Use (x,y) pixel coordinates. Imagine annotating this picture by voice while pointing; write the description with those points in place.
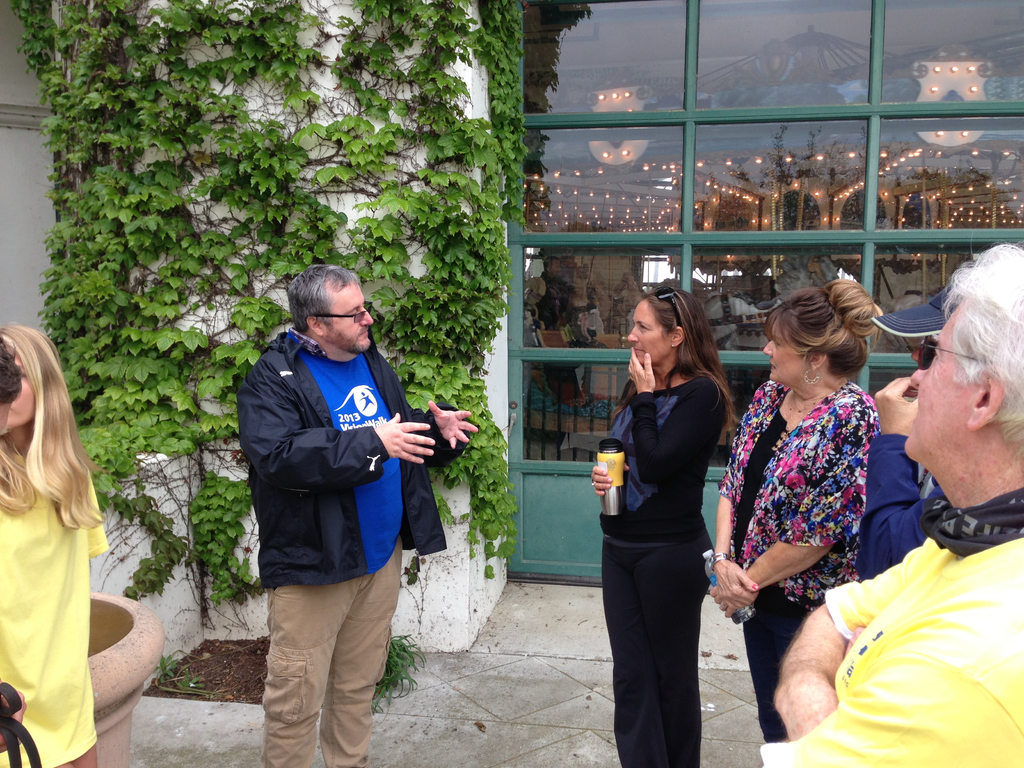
On the left side (307,410), there is a person (351,374) in a blue color T-shirt (383,520), standing, a woman (36,475) in a yellow color T-shirt (30,628), standing. Behind them, there are plants (173,320) on a white colored pillar (157,17) and there is a pot (134,661). On the right side (911,685), there are four persons (1011,434) standing. Two (788,605) of them are holding bottles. In the background (583,438), there are glass windows (936,64).
